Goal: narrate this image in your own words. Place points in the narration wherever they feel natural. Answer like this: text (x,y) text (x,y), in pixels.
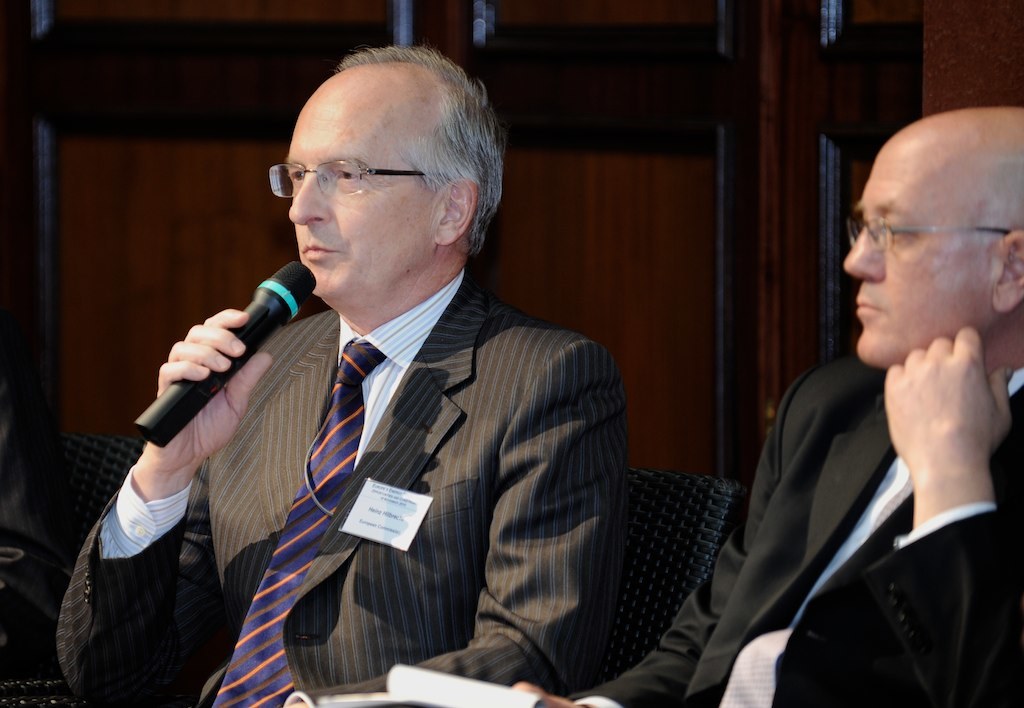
In this picture there are two men (418,481) sitting in the chairs (672,584), wearing spectacles (348,172). One of the guy (278,502) is holding a mic (238,367) in his hand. In the background (515,229) there is a wall (179,162).
